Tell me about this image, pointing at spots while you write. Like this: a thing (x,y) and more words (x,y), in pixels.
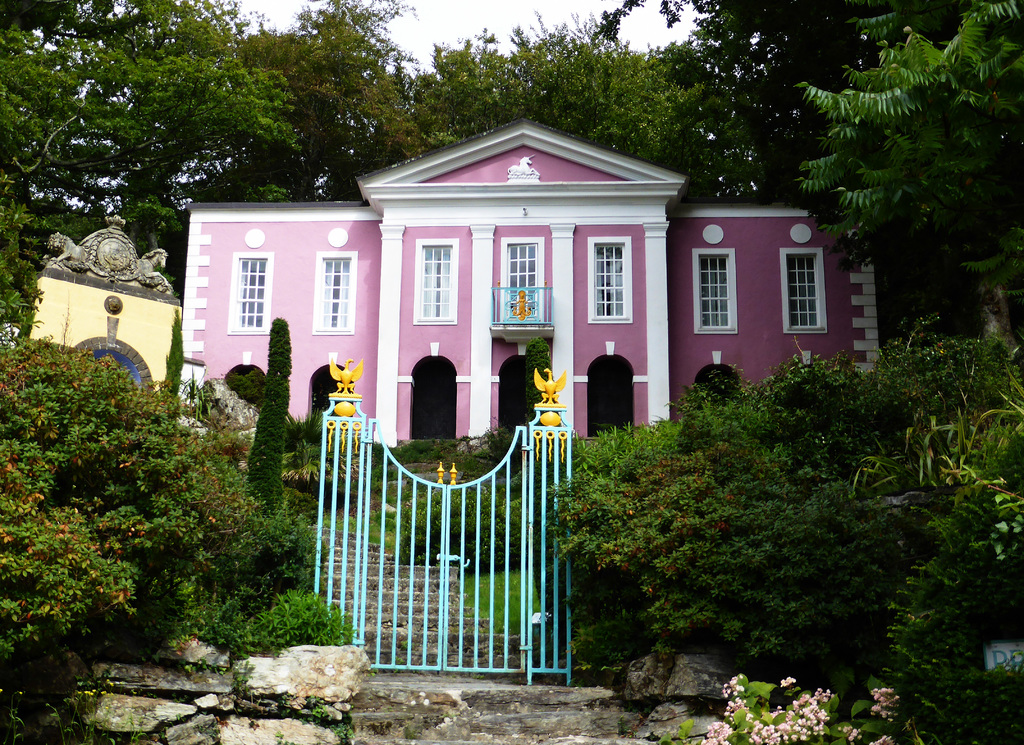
In this picture there is a pink color house (503,424) in the center of the image (372,388) and there are trees (853,258) around the area of the image and there is a decorated wall (112,218) on the left side of the image (123,313).
